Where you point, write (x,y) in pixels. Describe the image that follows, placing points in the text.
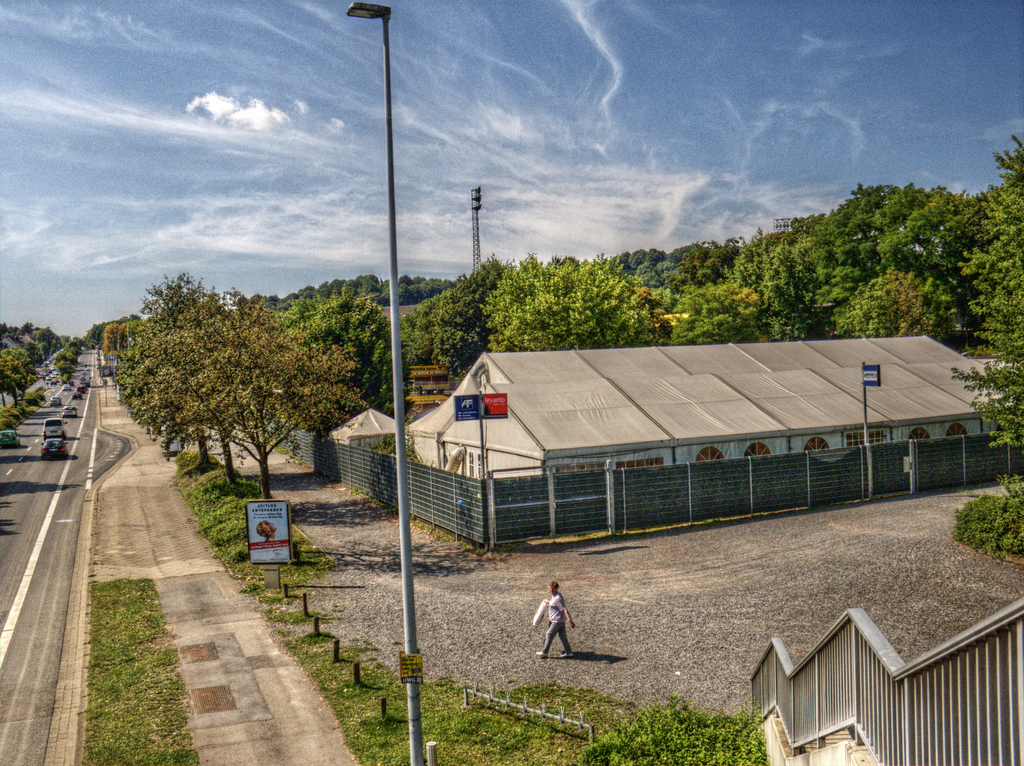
In the picture I can see a building (522,408), a person (554,599) walking on the ground (575,647), trees (423,365), poles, the grass (300,608) and fence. In the background (459,237) I can see vehicles (72,406) on the road (59,413) and the sky (218,186).
